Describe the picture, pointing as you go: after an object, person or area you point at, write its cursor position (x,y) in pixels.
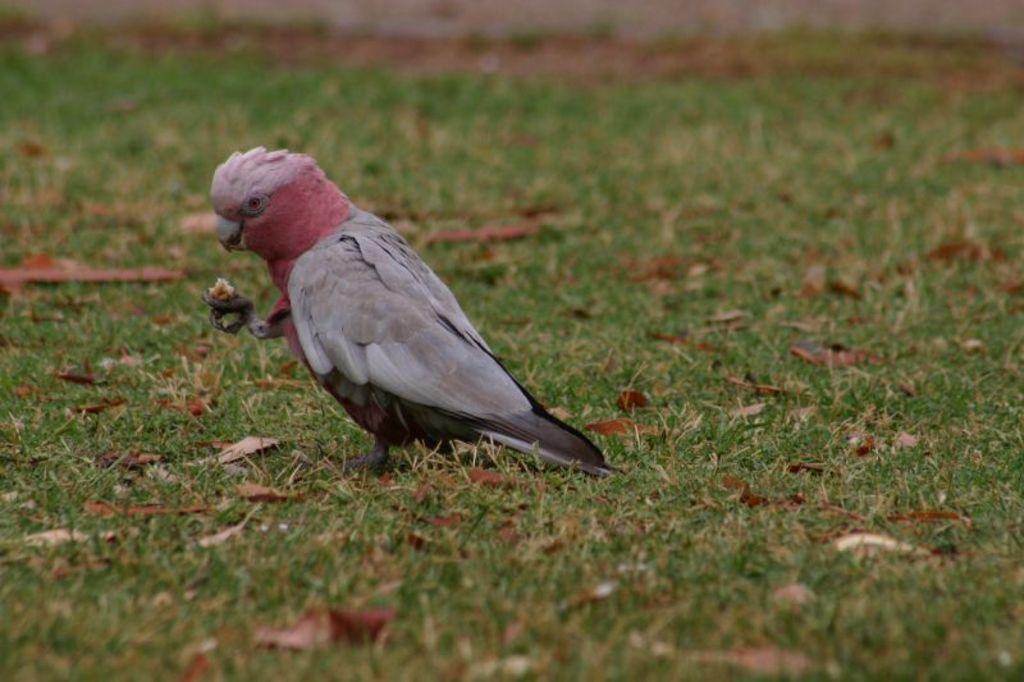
In this image I can see the bird (399,345) in gray and red color and I can see the grass (294,372) in green color.
